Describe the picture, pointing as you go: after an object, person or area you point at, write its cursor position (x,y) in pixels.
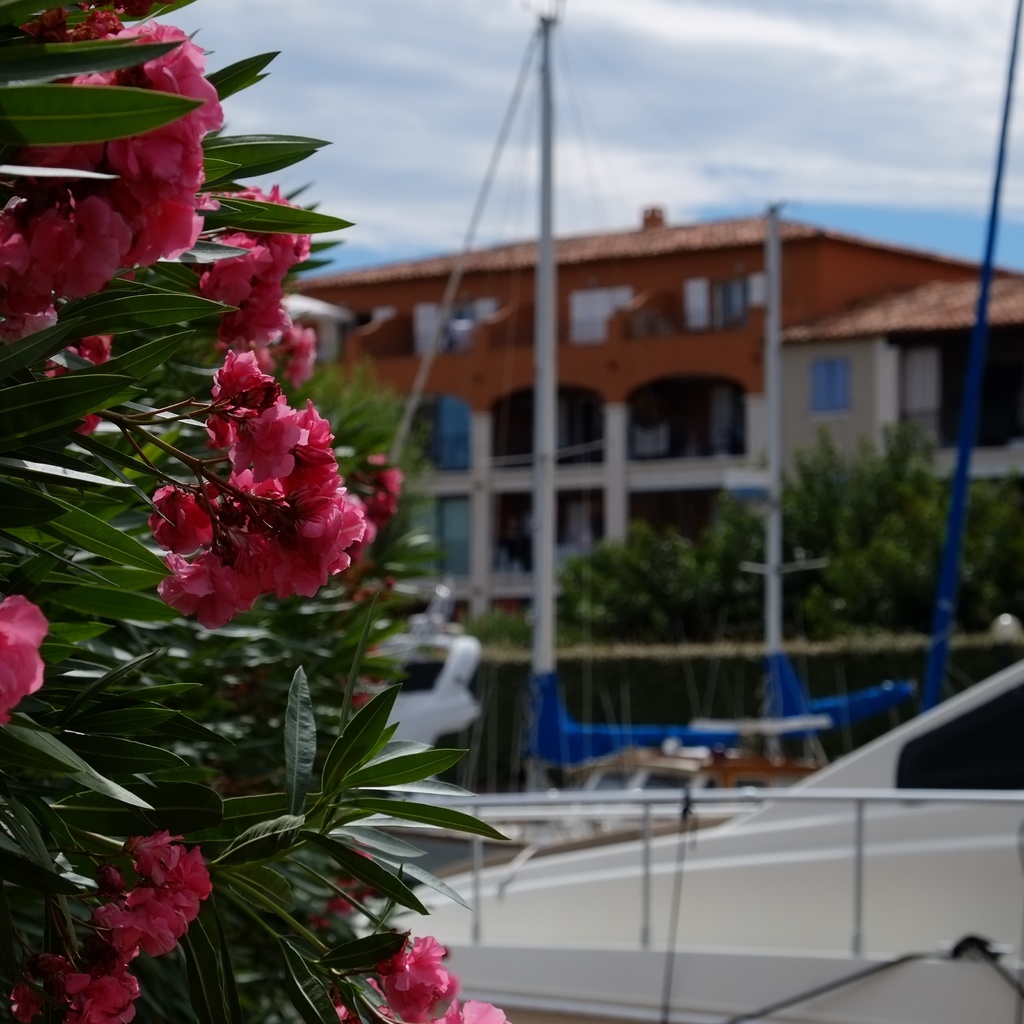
This image is taken outdoors. At the top of the image (591,95) there is a sky (645,100) with clouds (645,100). In the middle of the image (609,388) there is a building (655,369) with walls (606,375), windows (737,416), a roof (919,308) and a door (728,433). There are a few trees (876,558) and plants (697,608). At the bottom of the image (636,881) there is a ship (681,858) and there are a few poles (977,325). On the left side of the image (214,499) there is a plant (241,858) with green leaves (252,851) and pink flowers (315,482).
